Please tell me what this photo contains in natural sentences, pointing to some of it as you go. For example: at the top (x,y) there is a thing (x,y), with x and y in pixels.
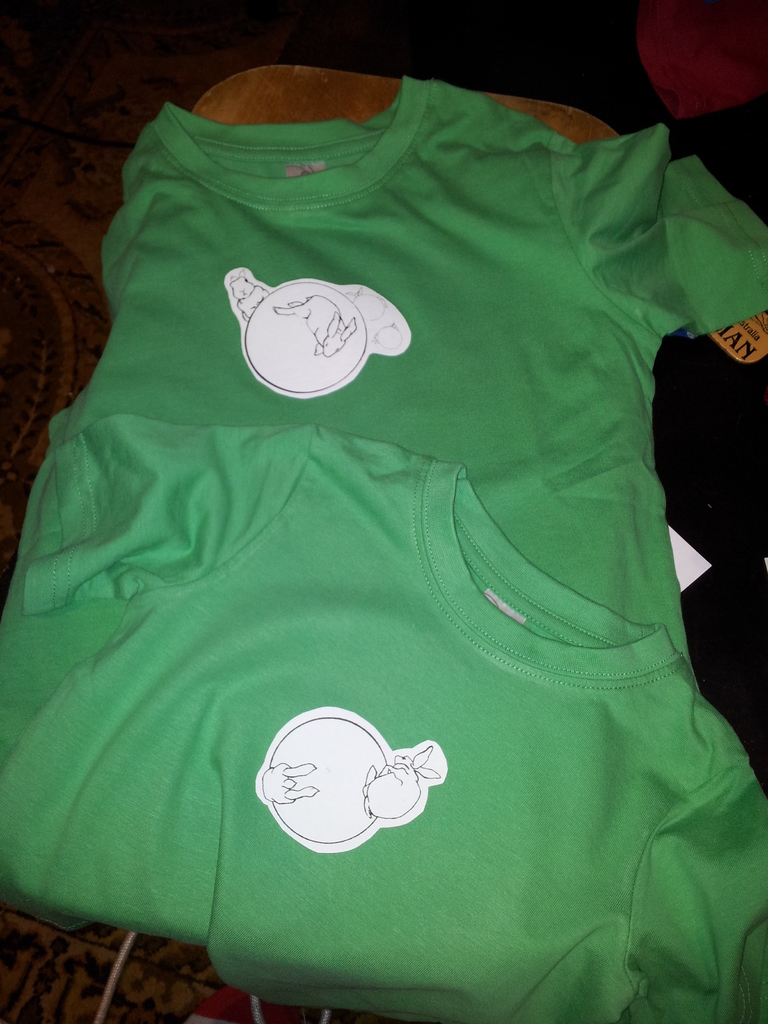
Here, we can see two green color t-shirts (443,956).
